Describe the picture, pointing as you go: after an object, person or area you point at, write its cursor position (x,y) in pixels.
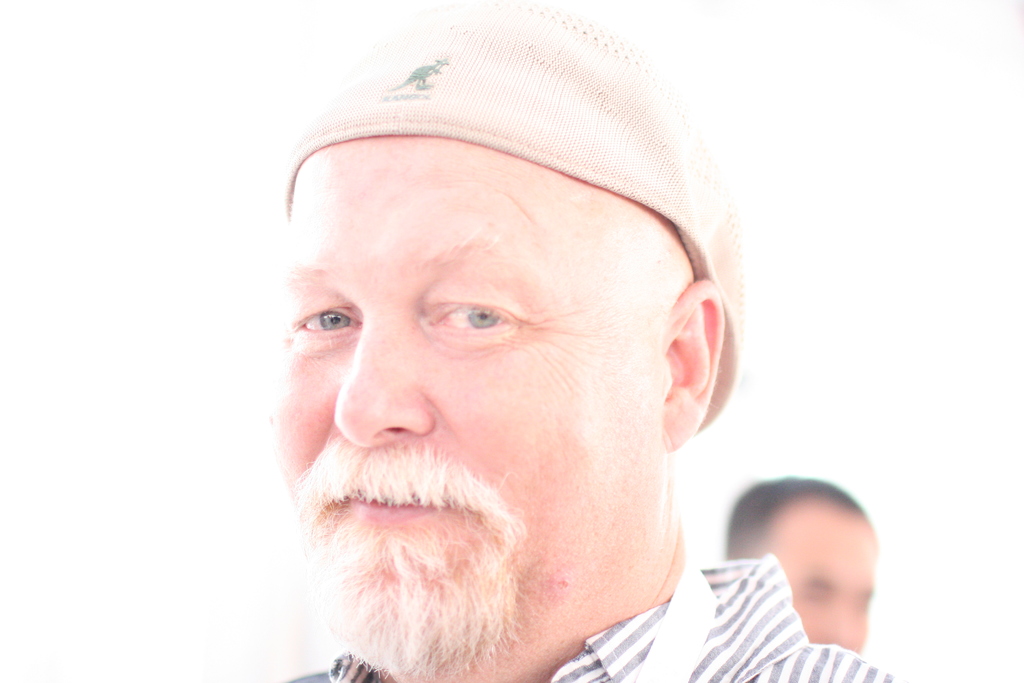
In the middle of the image (551,229), there is a person (633,565) in a shirt (775,640), wearing a cap (552,167) and smiling. In the background (822,544), there is another person (831,510). And the background (118,335) is white in color.
